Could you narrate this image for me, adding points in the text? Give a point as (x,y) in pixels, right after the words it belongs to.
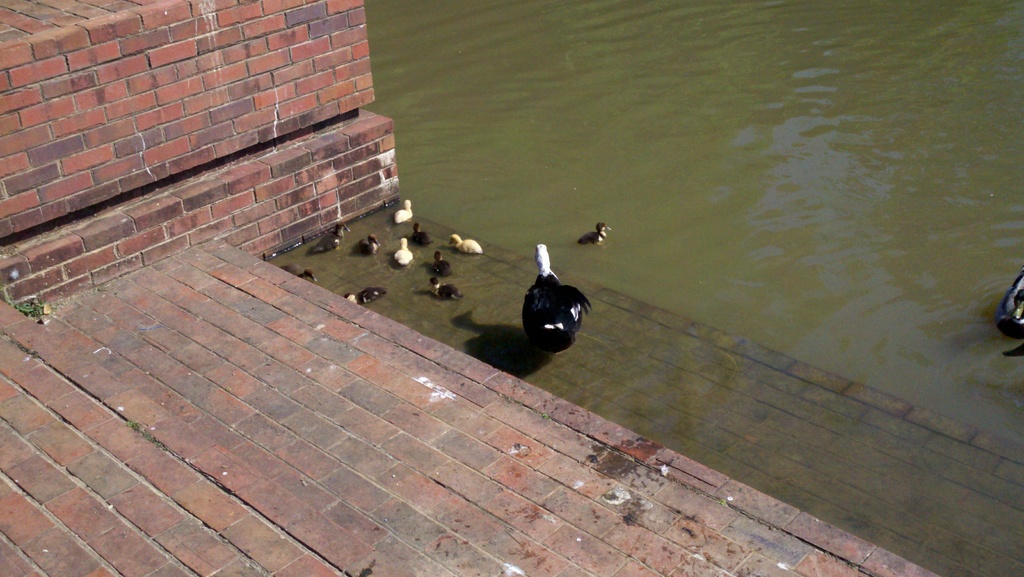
To the bottom of the image (249,496) there are brick steps (459,469). To the top of the image (740,164) there is water (802,183). To the corner of the step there is water (471,297) with chicks (464,250) and a bird (554,325) on it. To the left top of the image (135,63) there is a brick wall (78,184).
